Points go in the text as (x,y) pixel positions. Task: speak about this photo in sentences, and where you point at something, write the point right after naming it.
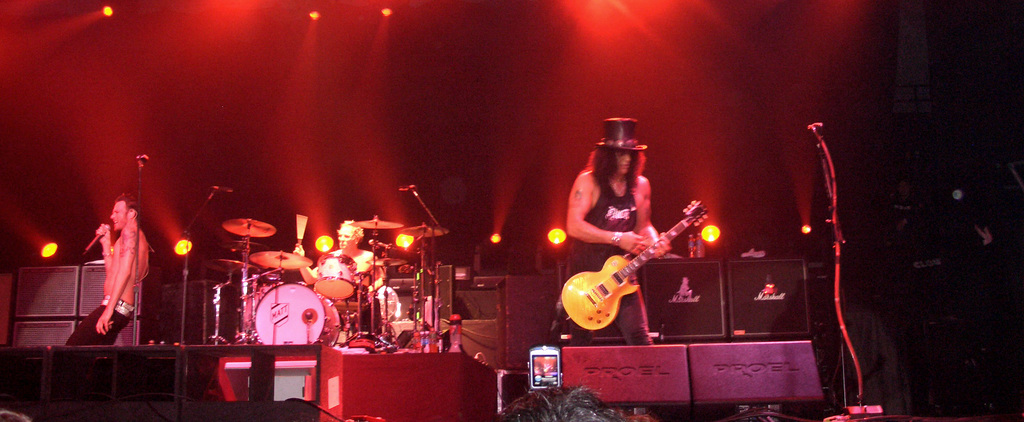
Here we see three people (628,150) performing on a dais (216,410) a man (106,286) singing with the help of a microphone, a man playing the guitar (569,305) and a man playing drums (229,231) and we see audience (539,415) watching them.
